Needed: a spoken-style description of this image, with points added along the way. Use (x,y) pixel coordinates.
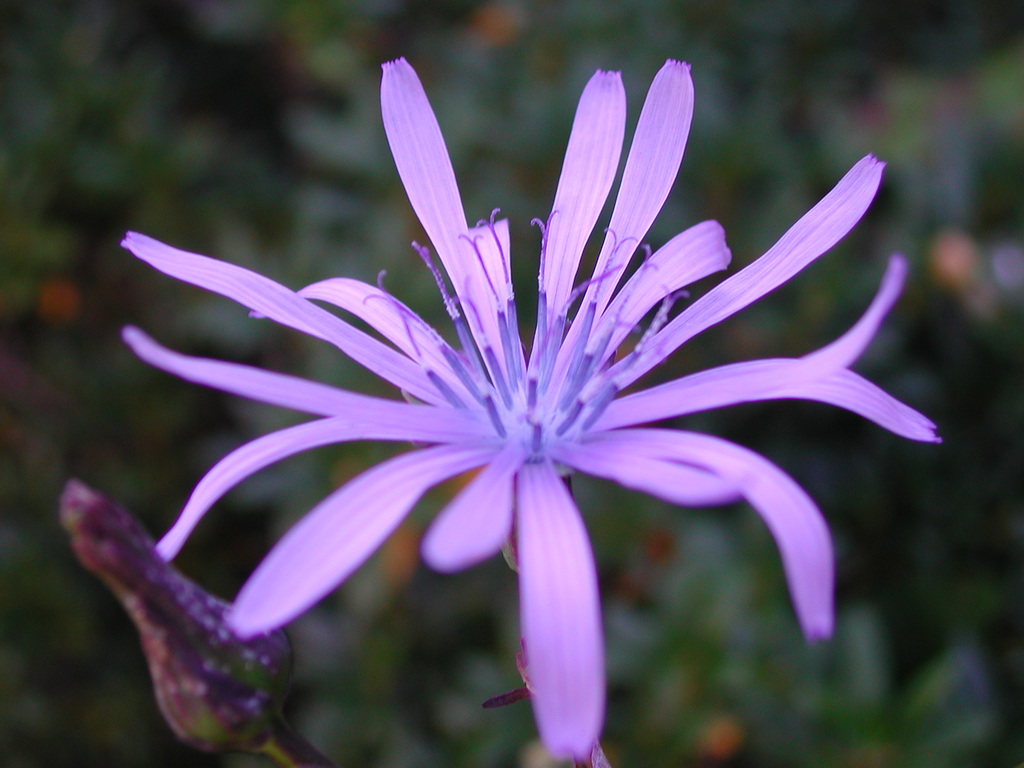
In the image there is a purple flower (550,461) and a flower bud (162,630), the background of the flower (330,393) is green.
